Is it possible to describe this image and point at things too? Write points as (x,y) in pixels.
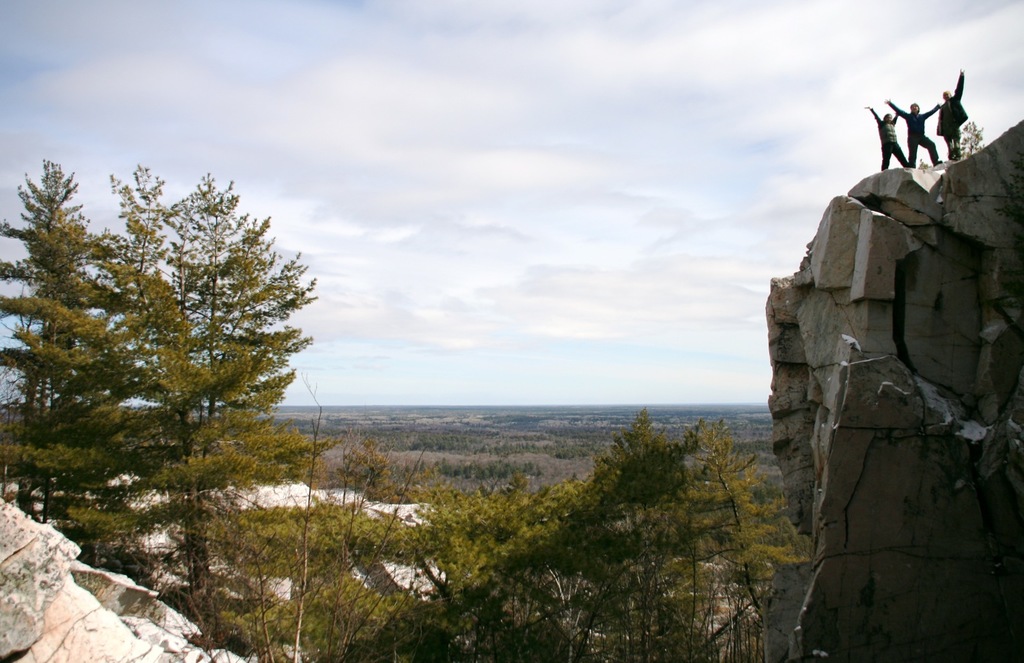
In this image we can see three people (882,149) standing on a rock wall (930,327). There are many trees (467,528) and also there are rocks (359,500). In the background (416,144) there is sky (491,281).
